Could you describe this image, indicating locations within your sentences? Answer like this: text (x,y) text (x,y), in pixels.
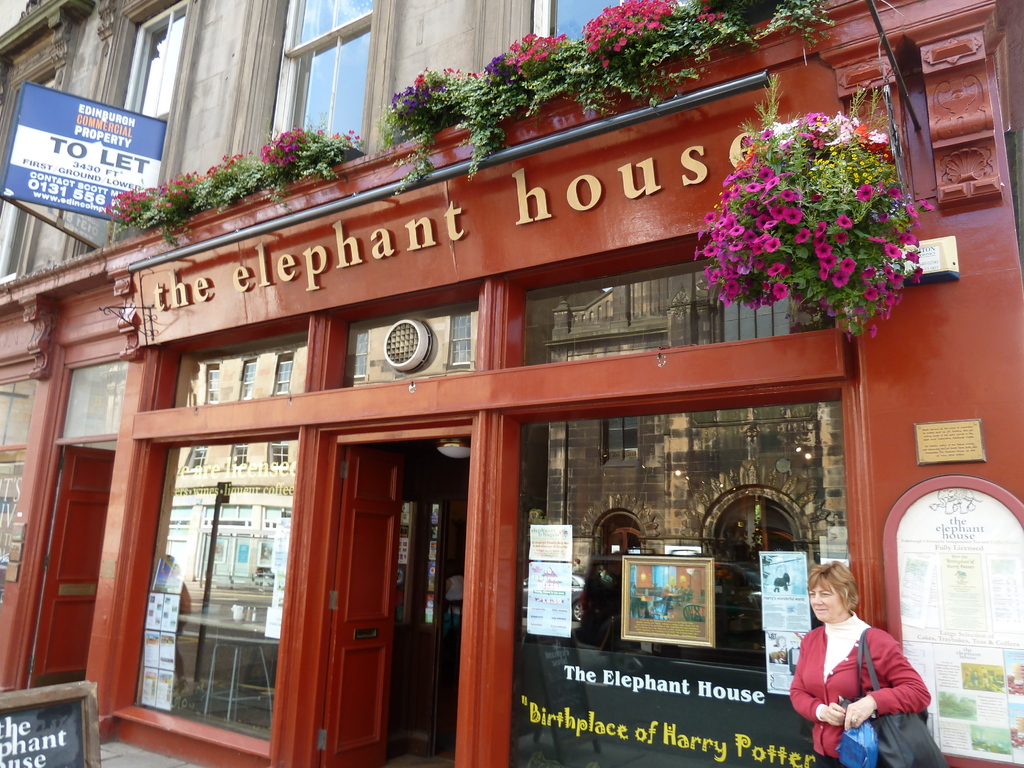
Here is a building (663,97) name the elephant house and we can see window (300,52) a glass window (301,62) and a banner (73,139) naming TO LET and a door (89,499), red color door (87,534) and a table (234,629) Here is a frame (693,584) and here is the woman (881,629) she is carrying bag (898,722) and we can see a path (134,749) for pedestrians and the poster (923,587).
